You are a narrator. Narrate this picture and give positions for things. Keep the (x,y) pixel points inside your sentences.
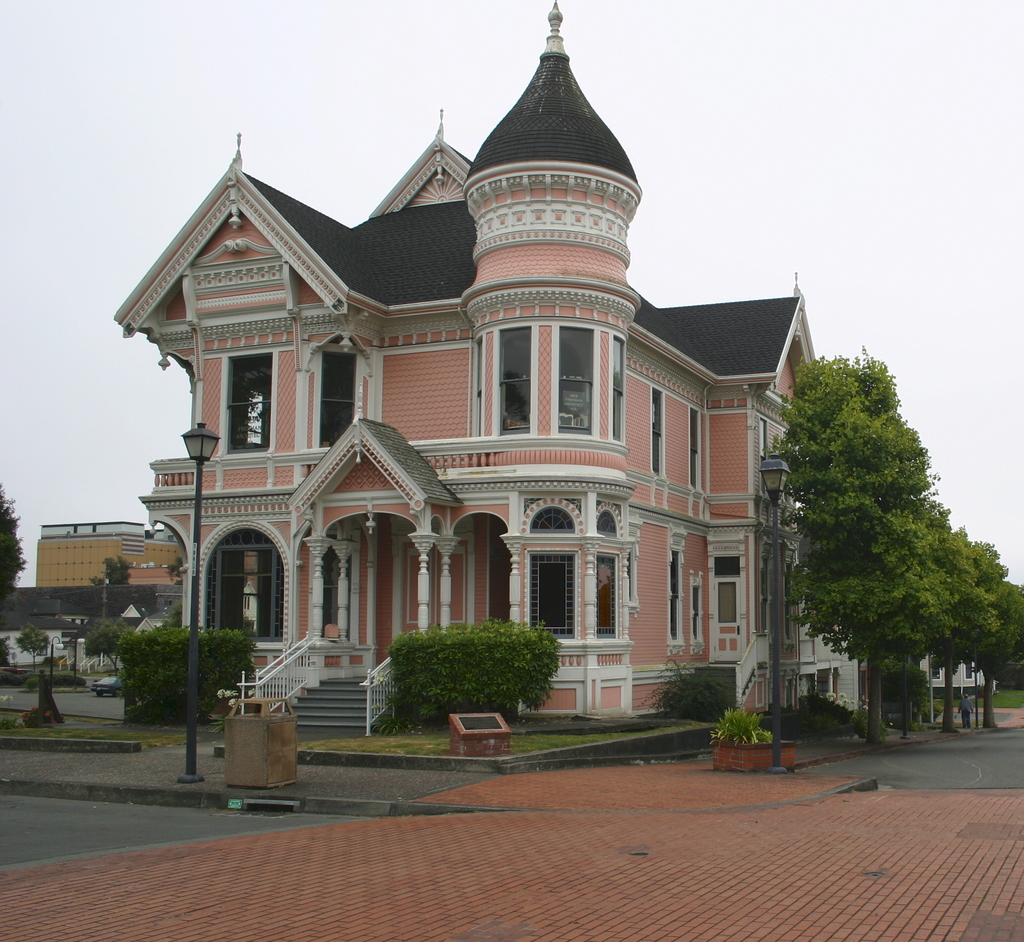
At the center of the image (528,531) we can see there is a building (508,581), in front of the building (366,644) there are stairs (359,694) and either sides of the stairs (300,723) there are trees (416,675). On the right (1001,813) and left side of the building (660,619) there is a road (910,756) and on the left side (103,698) there is a car (107,685) moving on the road (23,708) and there are some buildings (38,577) and trees (4,564). On the right side (869,614) there are trees (856,627), in front of the building (229,415) there is a pole (191,718) and some plant pots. In the background (773,223) there is a sky (764,213).
